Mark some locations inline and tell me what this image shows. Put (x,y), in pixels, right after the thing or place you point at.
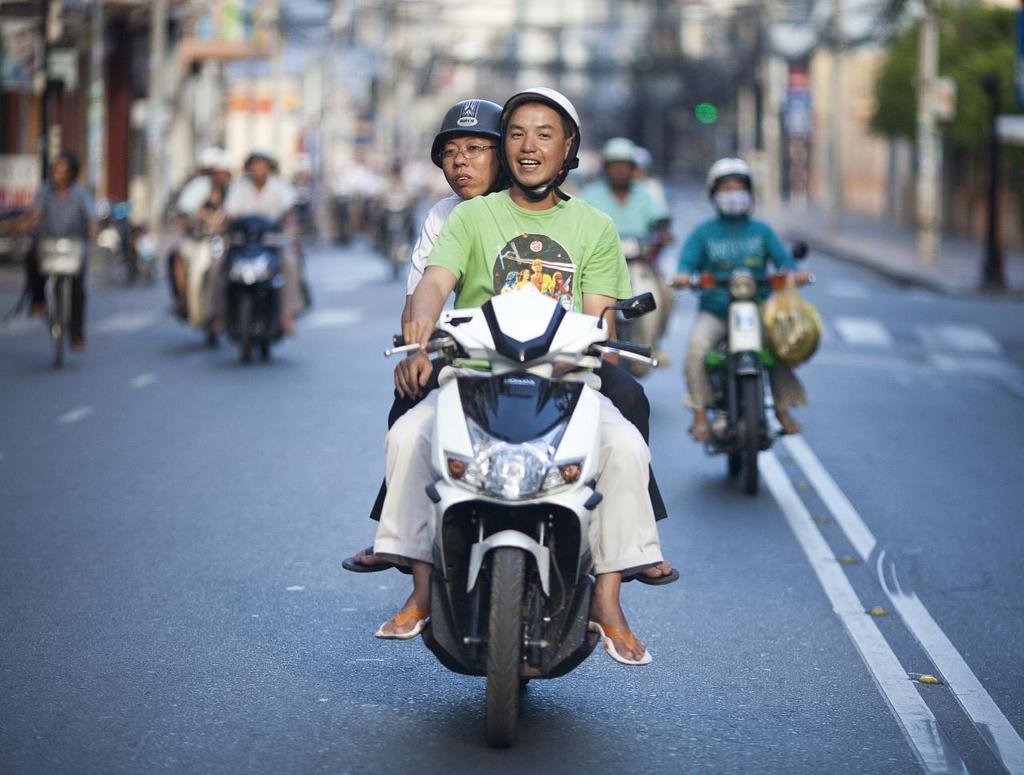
In this image i can see two persons (486,197) riding bike (552,398) on the road (731,555), at the back ground (763,274) i can see few other people (749,230) riding bike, i can also see a tree (979,87) and a pole (995,94).
